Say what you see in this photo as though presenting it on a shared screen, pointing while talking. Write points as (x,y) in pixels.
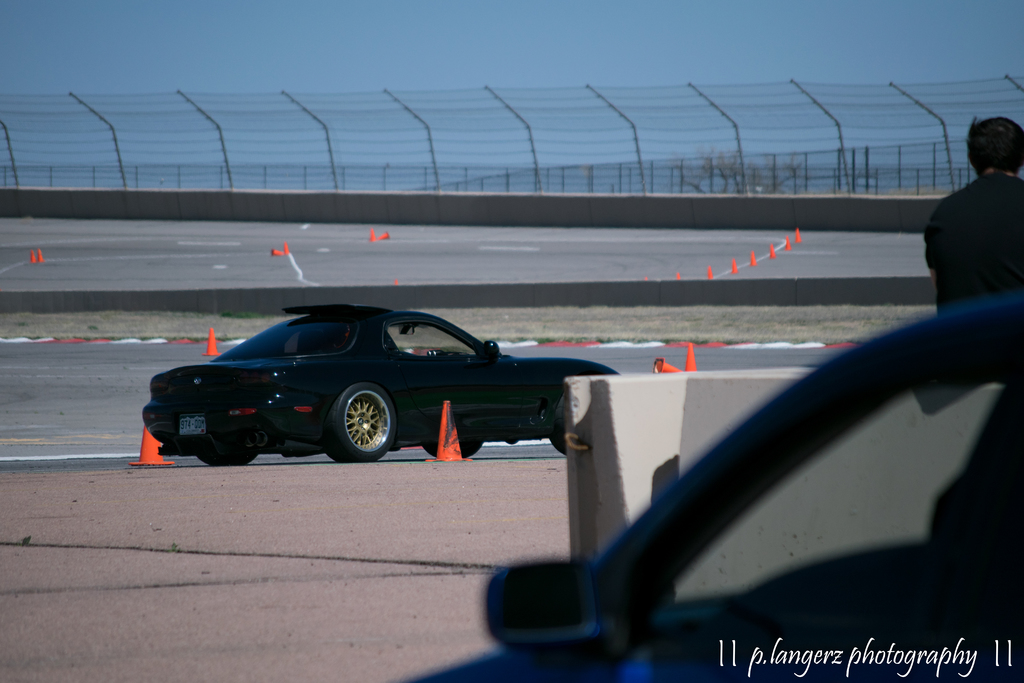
On the right side of the image (922,510) we can see one person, one vehicle (886,514) and one solid structure (697,408). At the bottom right side of the image (758,650), we can see some text (838,657). In the center of the image (421,367) we can see one black car (393,377) on the road (283,534). In the background (373,52) we can see the sky (419,49), fences (576,130), traffic poles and a few other objects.
